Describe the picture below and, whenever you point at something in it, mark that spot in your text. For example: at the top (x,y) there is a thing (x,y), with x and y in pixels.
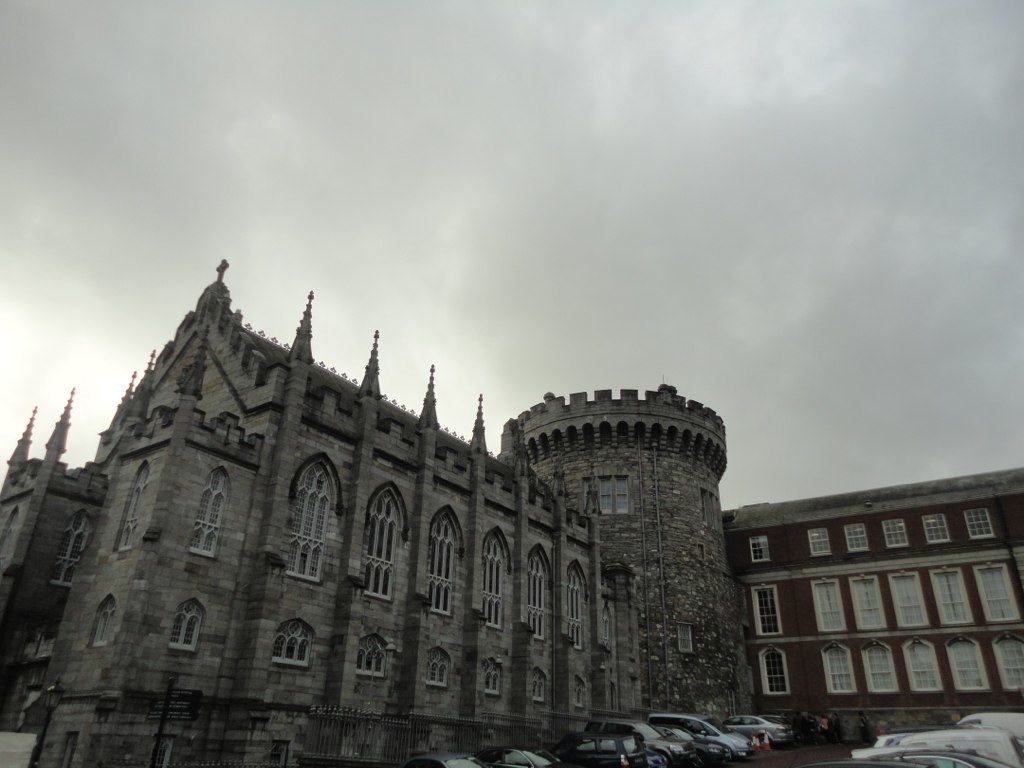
In this picture we can see a building (746,608), there are some windows (582,685) here, we can see some cars (658,760) parked here, there is the sky (597,111) at the top of the picture (582,79).
